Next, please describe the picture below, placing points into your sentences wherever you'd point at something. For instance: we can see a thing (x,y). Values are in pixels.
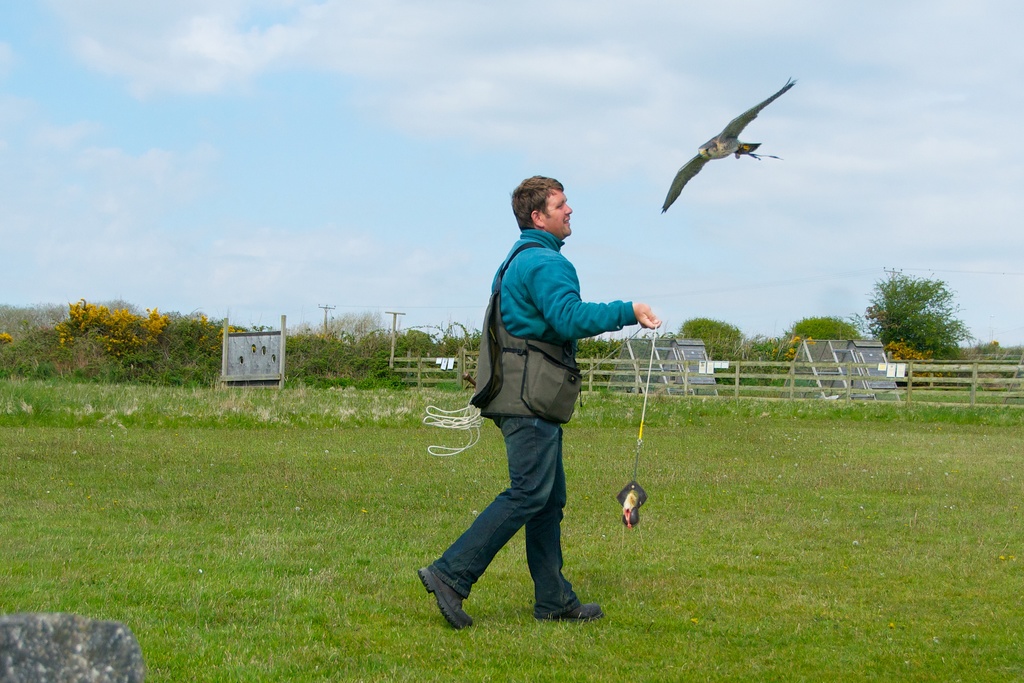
In the foreground (541,390) I can see a person (541,512) is walking on grass (635,530) is holding some object (639,427) in hand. In the background (662,390) I can see fence (786,363), boards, bird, trees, light poles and the sky (569,179). This image is taken may be during a day.
